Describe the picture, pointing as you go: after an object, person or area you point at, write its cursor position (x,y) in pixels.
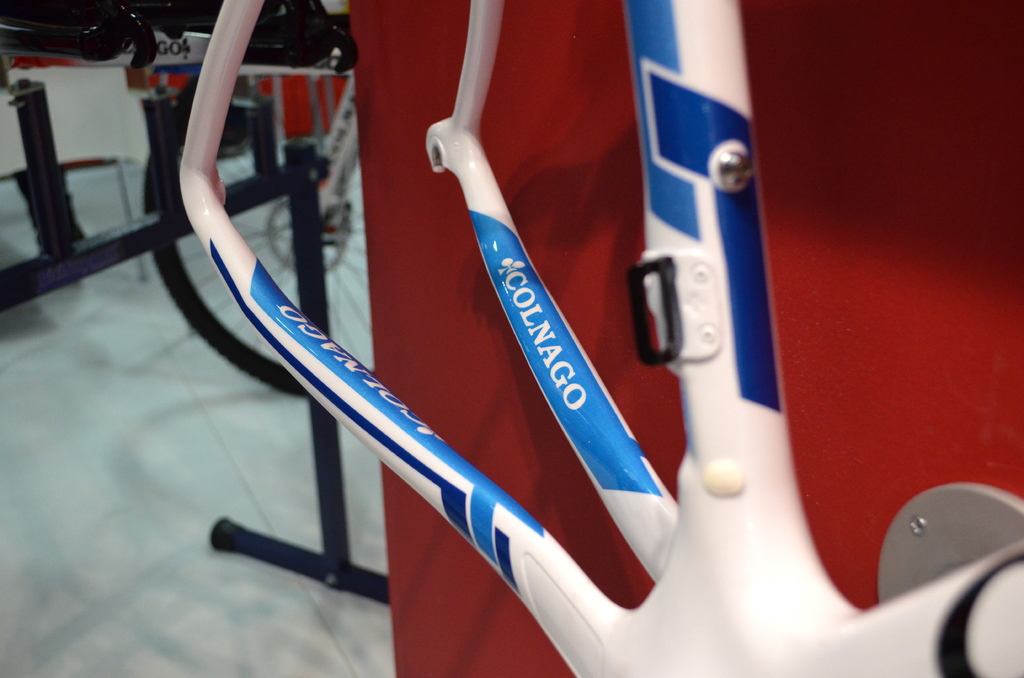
In this image, we can see a metal rod (459,171) with some text (514,295) printed on it and at the back of the metal rod (642,496) we can see a red color background (461,669) and on the floor (198,468) we can see a wheel (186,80).
